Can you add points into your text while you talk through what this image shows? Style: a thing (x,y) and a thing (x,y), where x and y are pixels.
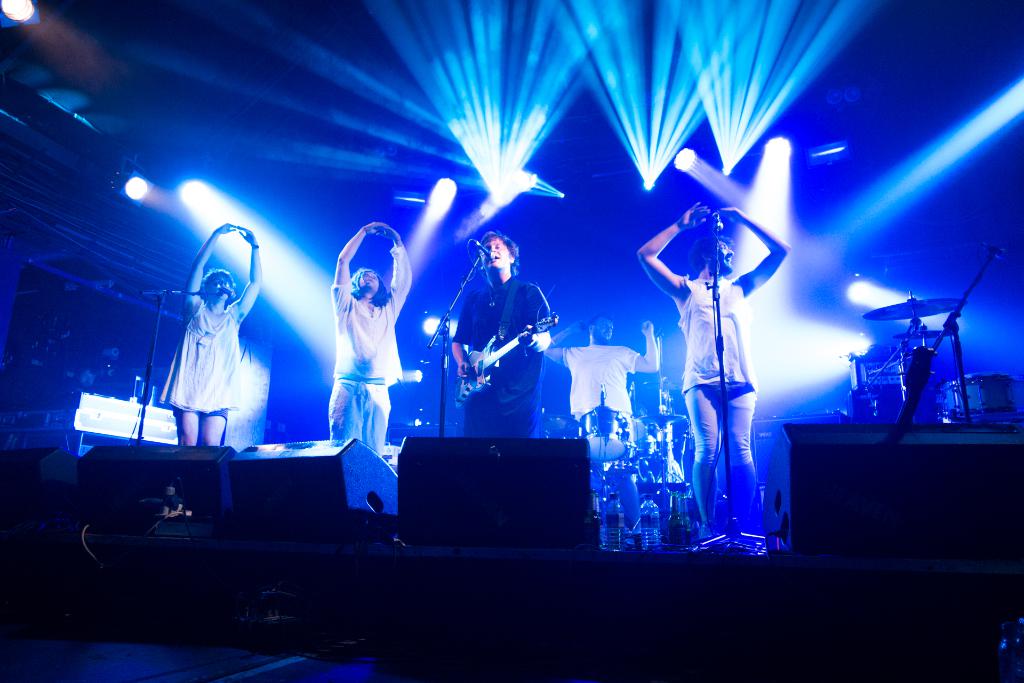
In this image I can see group of people (739,392), some are dancing and some are singing. The person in front singing in front of the microphone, background (327,151) I can see few lights (181,198) in blue color. I can also see few musical instruments (664,402).
